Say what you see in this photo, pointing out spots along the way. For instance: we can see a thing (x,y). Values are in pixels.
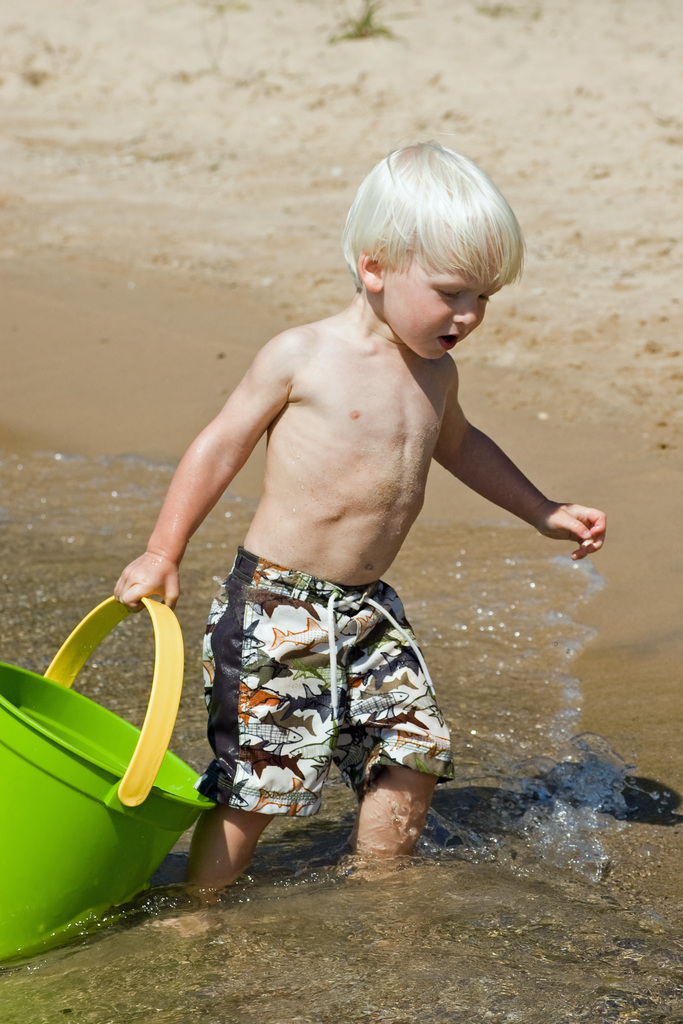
In this image we can see a boy (370,544) holding bucket (163,653) with his hand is standing in the water (275,995).
